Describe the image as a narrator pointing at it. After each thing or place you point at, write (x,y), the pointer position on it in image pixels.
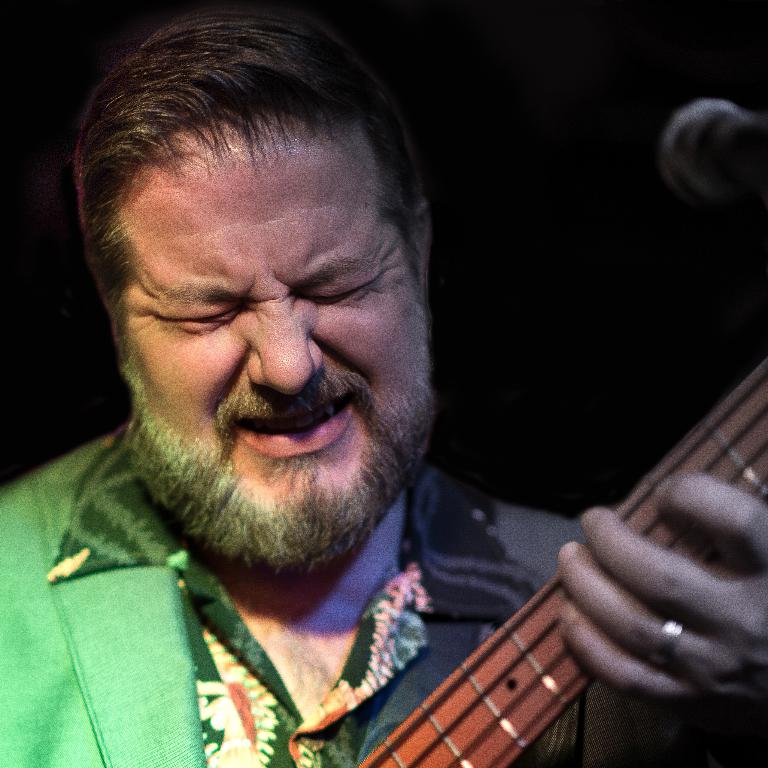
This is a picture of a man (264,567) in green shirt (160,629). The man (187,629) is holding the music instrument (516,665) in front of the man (294,244) there is a microphone (673,163). Background of this man (149,607) is in black color.
